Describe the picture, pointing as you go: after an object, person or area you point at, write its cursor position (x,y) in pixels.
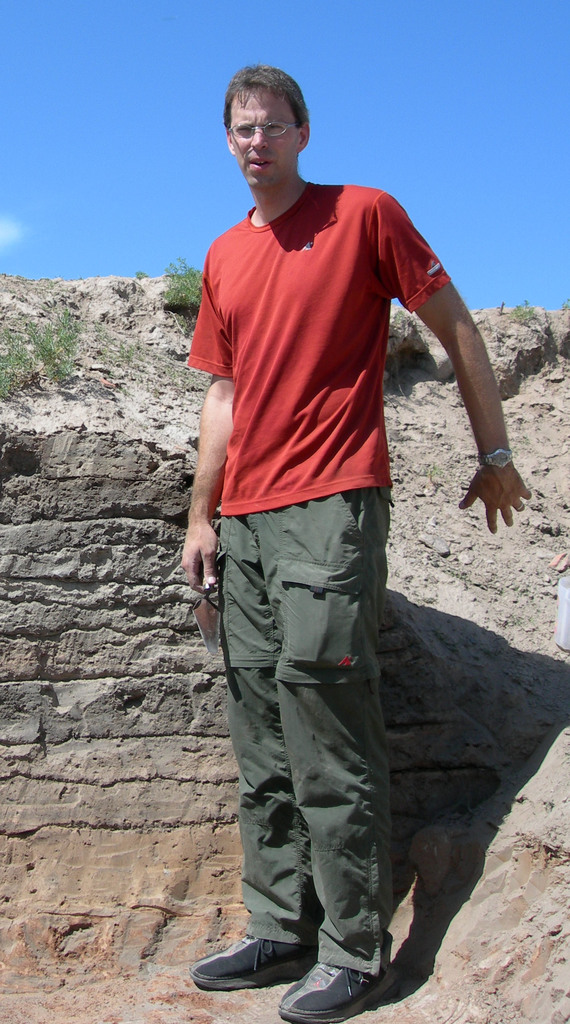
In this image I can see a man (282,543) is standing. In the background (95,93), I can see the sky (106,139).
